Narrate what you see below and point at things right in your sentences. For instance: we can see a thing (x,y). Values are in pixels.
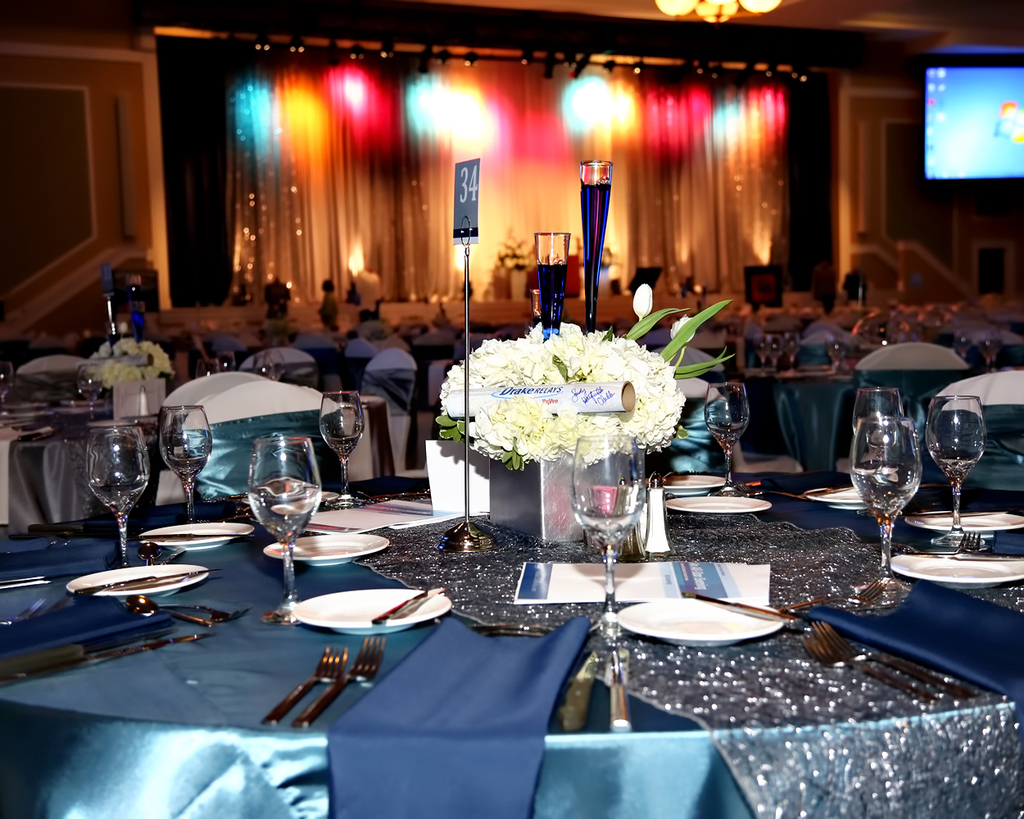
In this picture we can see table (352,687). On the table (350,686) we can see glass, plate (302,547), fork (370,671), flower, book (536,580), cloth (369,578). A far we can see chairs (462,336). On the background (312,251) we can see curtain (527,119), focusing lights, Television (968,110). On the top (720,12) we can see light (716,22).
